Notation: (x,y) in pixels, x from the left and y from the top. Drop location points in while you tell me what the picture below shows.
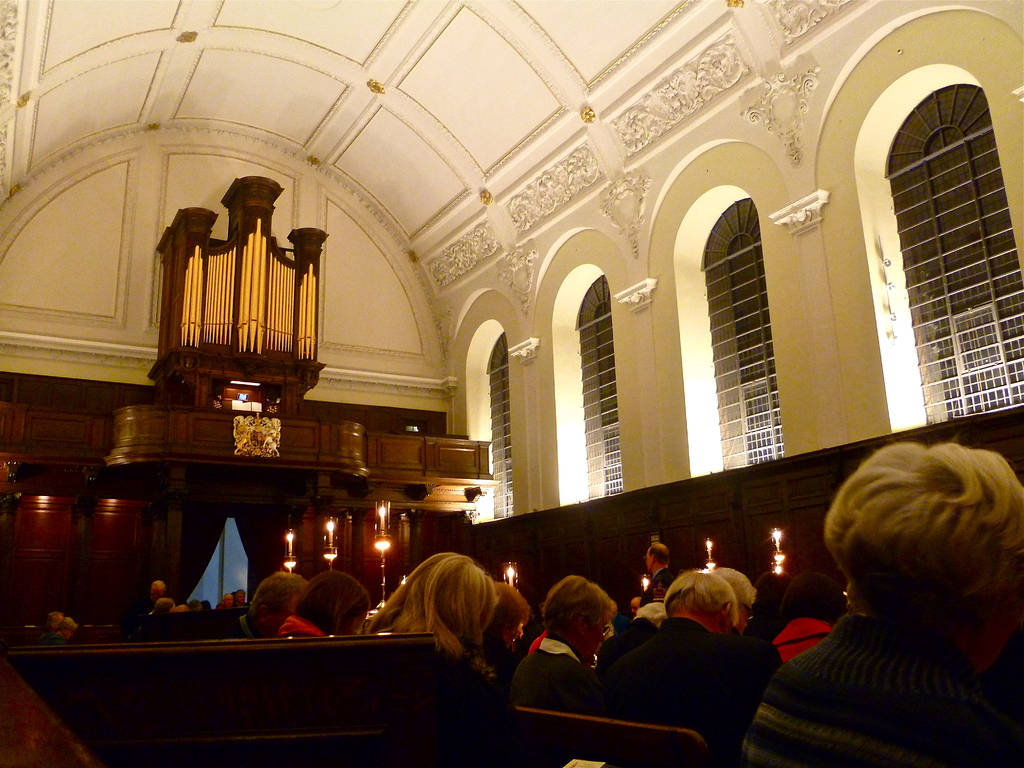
This is the inside view of a church (365,492) where we can see men (259,630) and women (795,672) are sitting and in front of them candles (406,583) are there. The wall (116,187) and roof (611,168) of the church (567,168) is in white color.
